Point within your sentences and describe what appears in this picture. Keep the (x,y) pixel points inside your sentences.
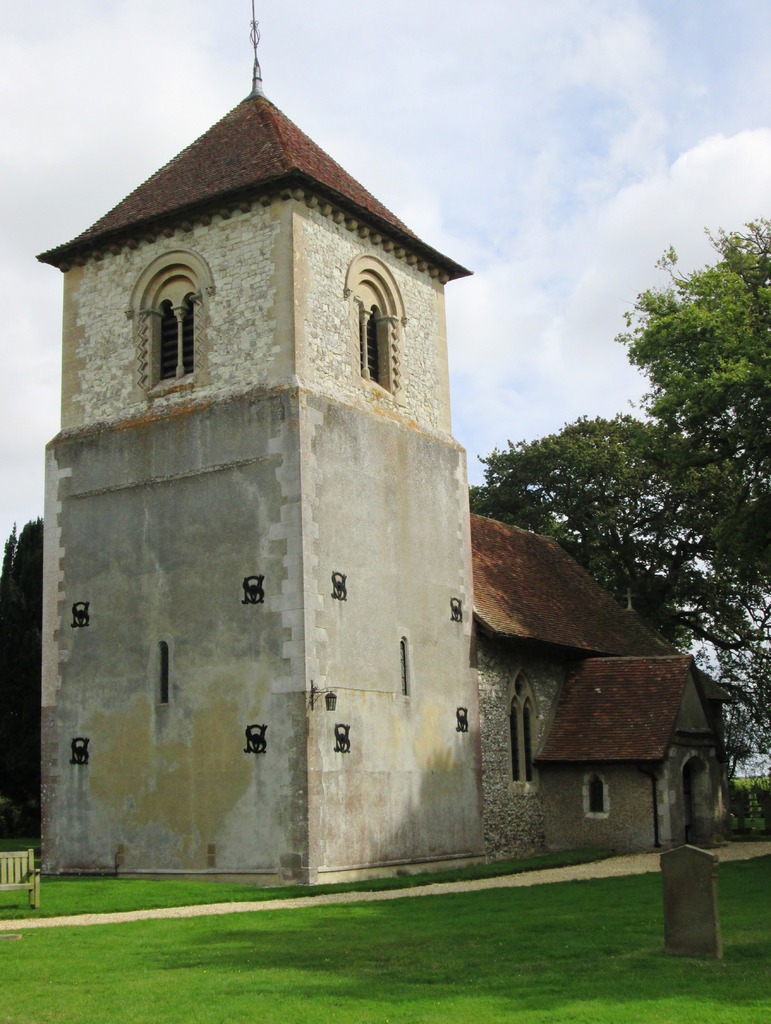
In this image I can see the building (189,206) in white and gray color, background (768,538) I can see trees (587,478) in green color and the sky (587,143) is in white and blue color.
